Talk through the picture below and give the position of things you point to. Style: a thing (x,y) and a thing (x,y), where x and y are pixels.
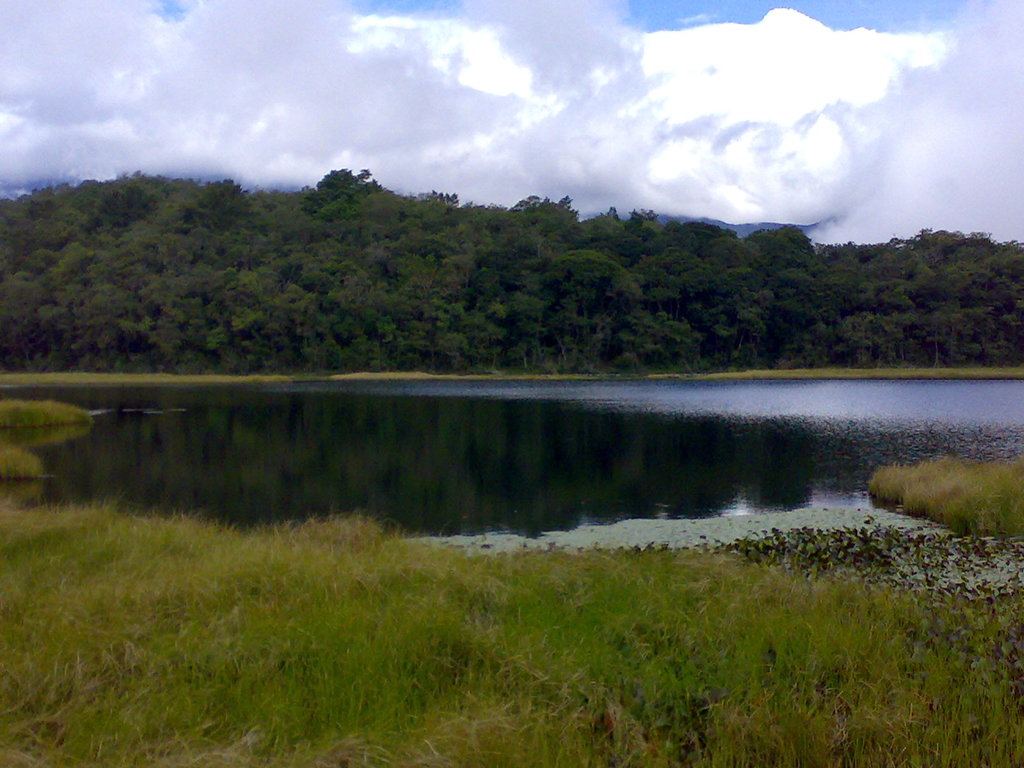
In this image we can see the grass (153,573) on the ground (123,560) and there is a lake (739,446) and in the background (687,365), we can see some trees (659,235) and at the top (589,43) there is a sky (768,94) with clouds (543,137).
